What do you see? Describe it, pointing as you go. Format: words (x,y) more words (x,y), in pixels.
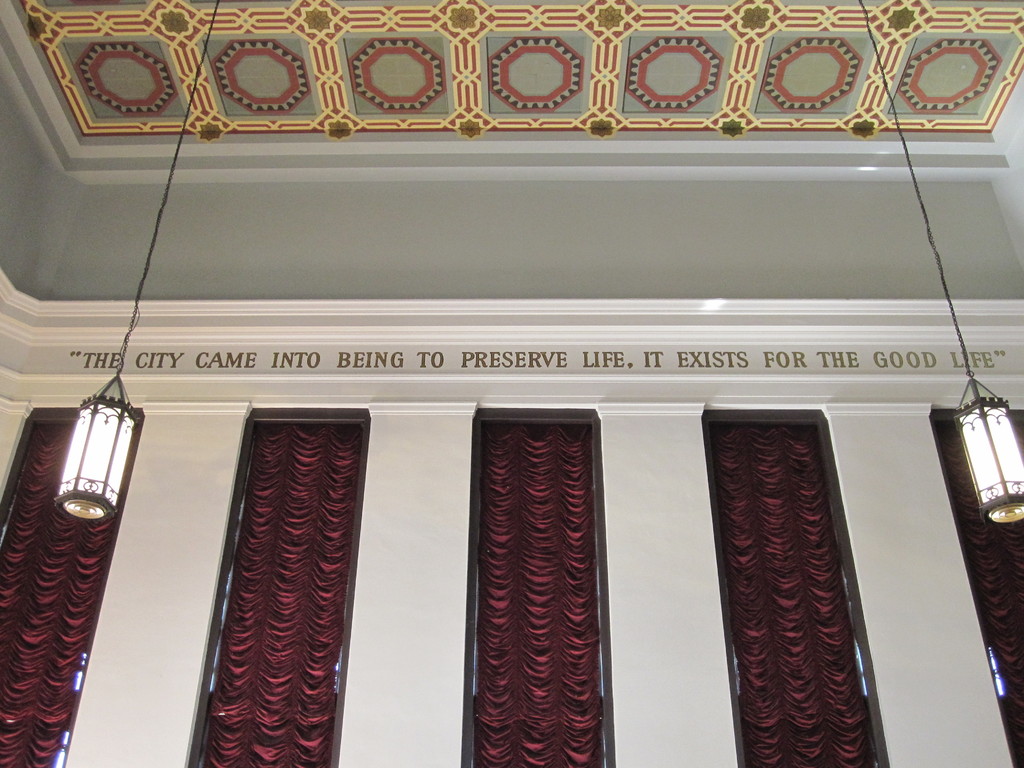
This is an inner view of a building (443,437). In this we can see a wall (224,393), roof (500,28), windows (206,680) with curtains (348,494), two lamps (115,488) hanged with a wire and some text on a wall (748,344).
